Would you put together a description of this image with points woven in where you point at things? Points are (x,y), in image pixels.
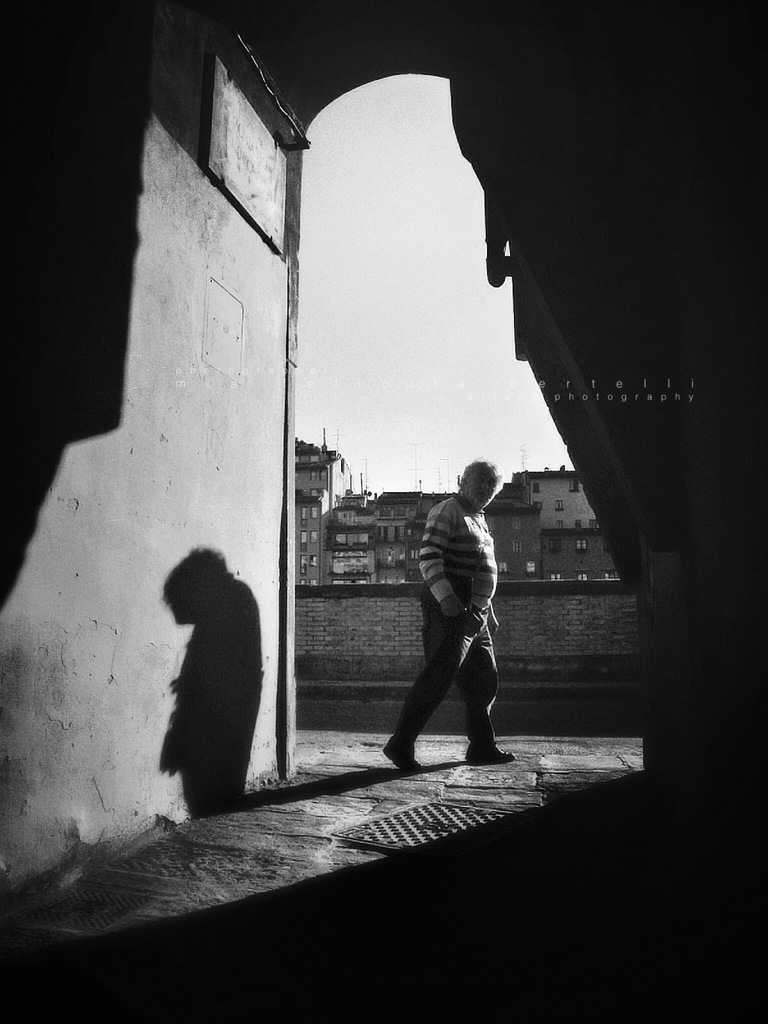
In the picture I can see a man (423,704) is walking on the ground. In the background (373,563) I can see buildings (364,561) and the sky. This image is black and white in color.
